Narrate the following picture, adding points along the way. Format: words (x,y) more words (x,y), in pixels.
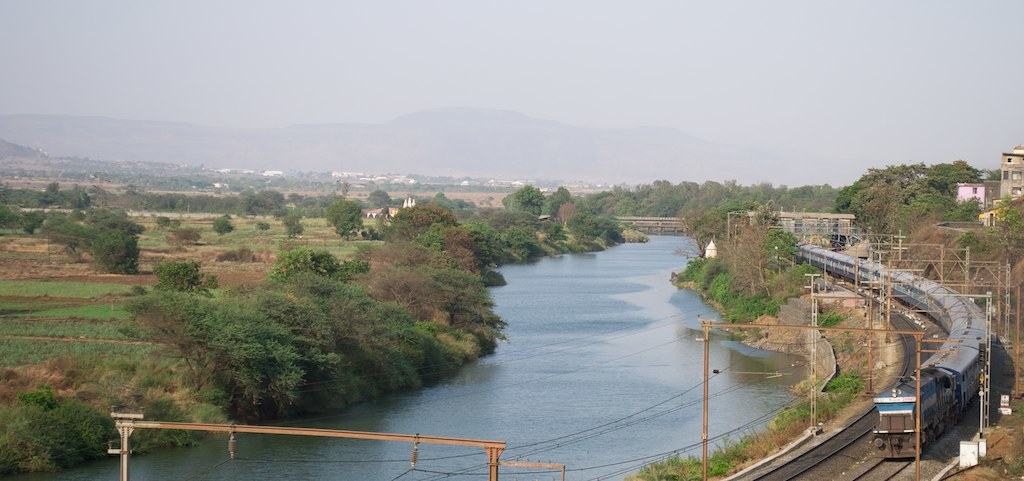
On the right side of the image (938,380) there is a train (912,290) on the track (914,352). And also there are electrical poles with wires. And on the right corner of the image (1009,174) there are houses (1004,197). At the bottom of the image (602,370) in the middle (631,278) there is water (609,297). Above the water (511,387) there is a bridge (641,220). On the left side of the image (202,220) on the ground (147,342) there is grass (159,225) and also there are trees (342,225). In the background (274,131) there are houses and hills (566,133). At the top of the image (401,113) there is sky (391,85).
